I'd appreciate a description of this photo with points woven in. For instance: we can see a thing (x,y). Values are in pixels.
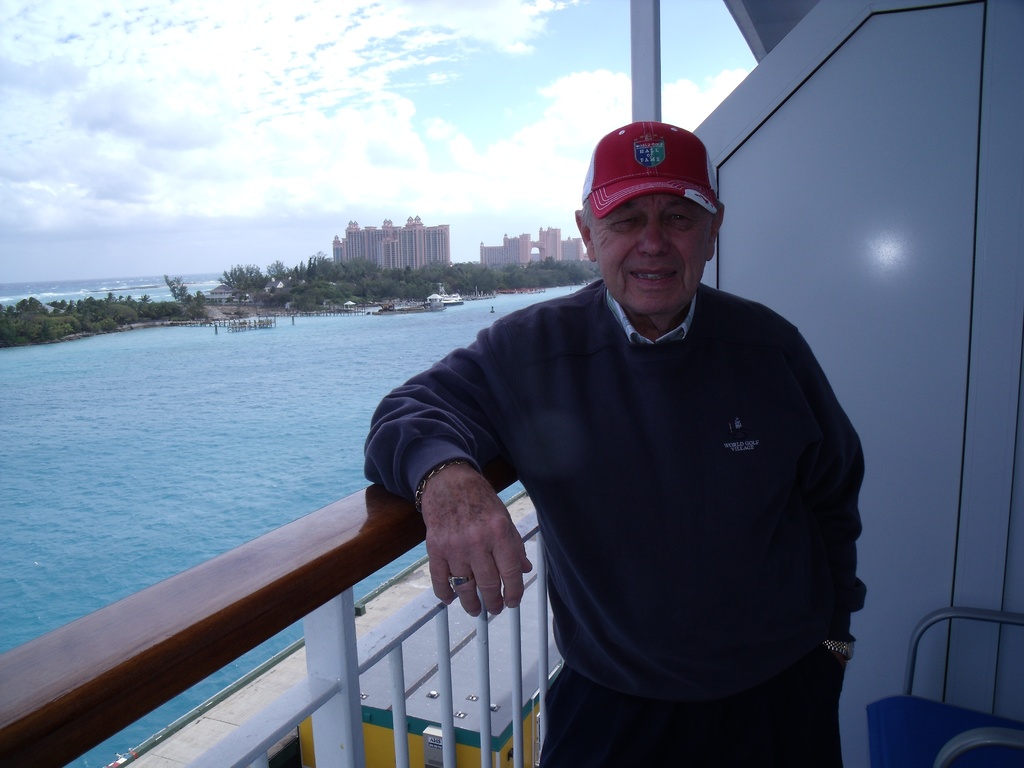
There is a person (676,544) wearing watch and cap (635,171) is standing near to a railing (340,635). On the right side (829,222) there is a wall (912,244) and a chair (1002,621). In the back (215,437) there is water (176,411), buildings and sky (278,132) with clouds (278,132).
